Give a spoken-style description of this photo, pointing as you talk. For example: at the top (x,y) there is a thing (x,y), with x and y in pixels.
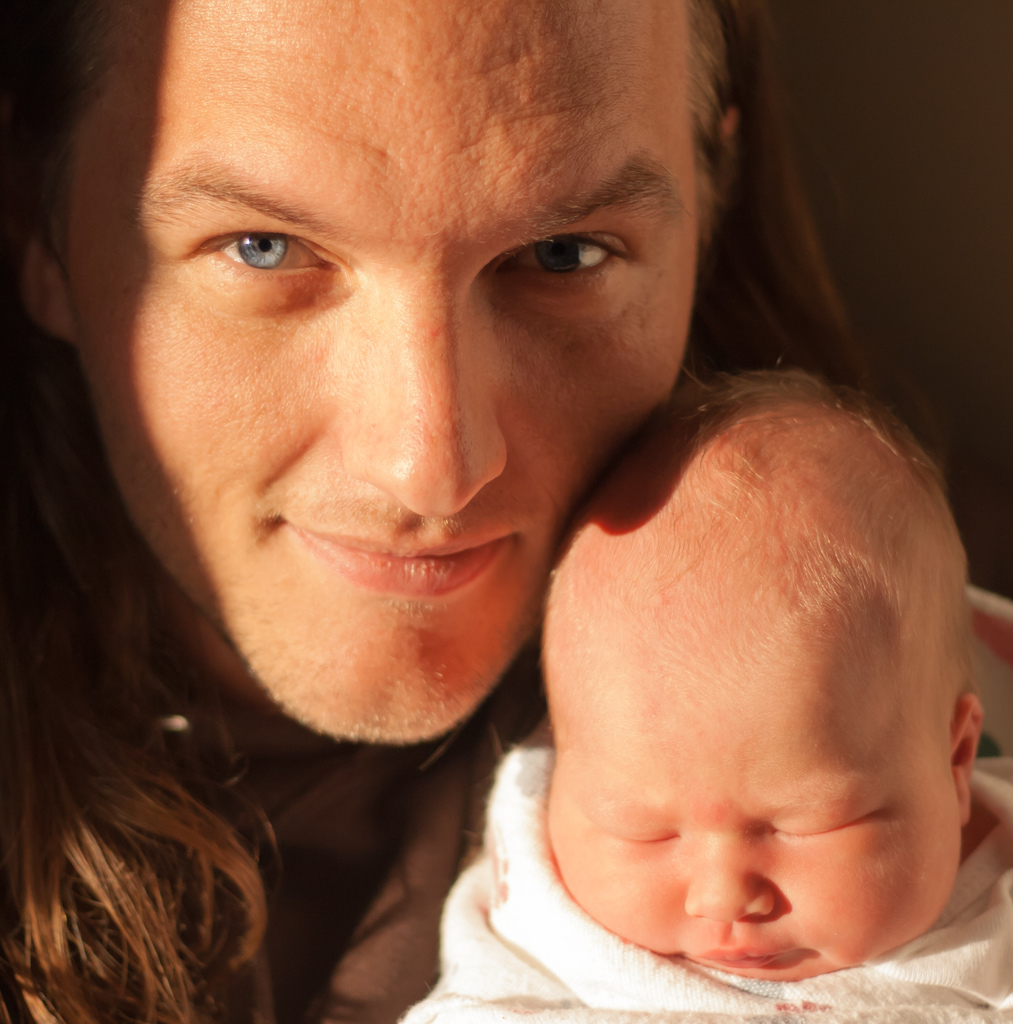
In this picture I can see a baby (676,680) sleeping and a man (338,308) smiling.
